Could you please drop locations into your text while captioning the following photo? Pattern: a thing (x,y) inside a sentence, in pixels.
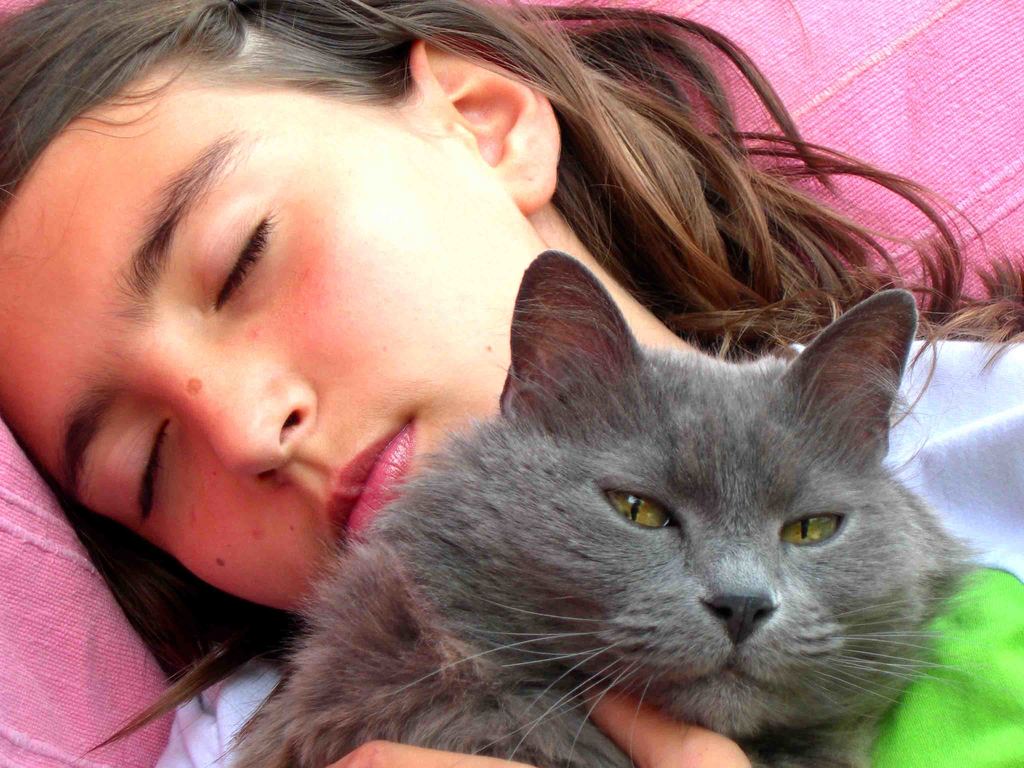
A lady (499,264) with white and green t-shirt (957,455) is sleeping by holding a grey cat (589,612) in her hand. In the background (927,108) there is a pink cloth (86,652).
